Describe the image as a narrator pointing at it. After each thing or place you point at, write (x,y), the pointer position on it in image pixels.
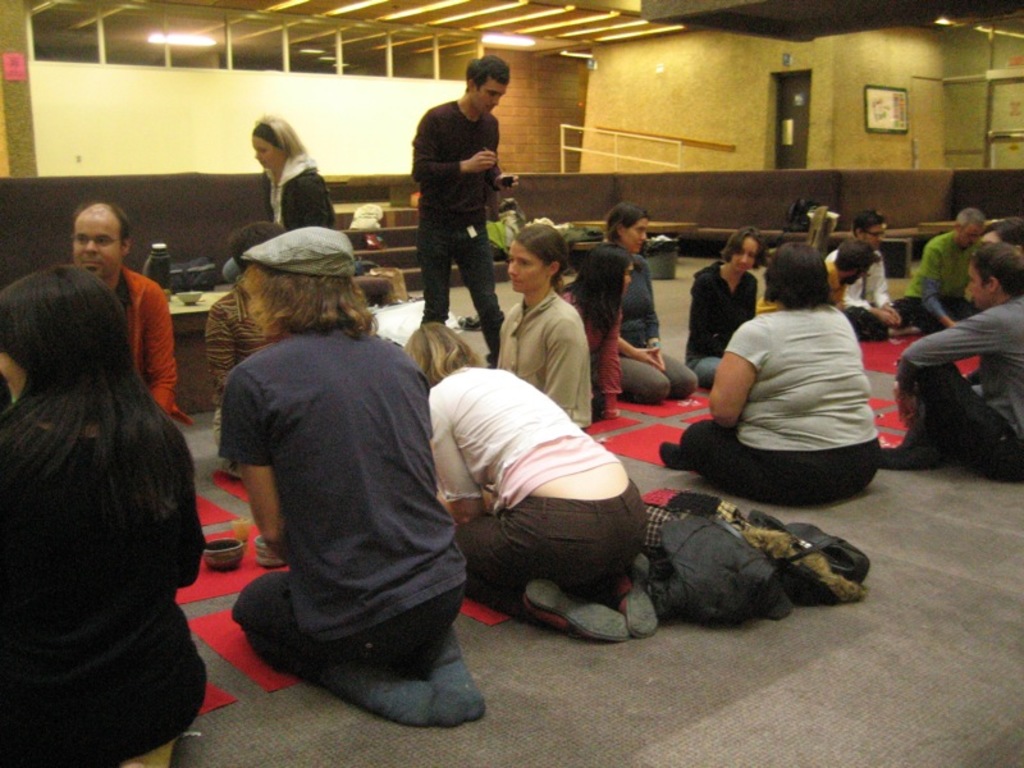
In this picture there is a group of girls (759,456) and a boys (336,349) sitting on the mat (685,408). Behind we can see a yellow and brown color wall (367,137) and above we can see the ceiling (535,34) with lights (498,44).
